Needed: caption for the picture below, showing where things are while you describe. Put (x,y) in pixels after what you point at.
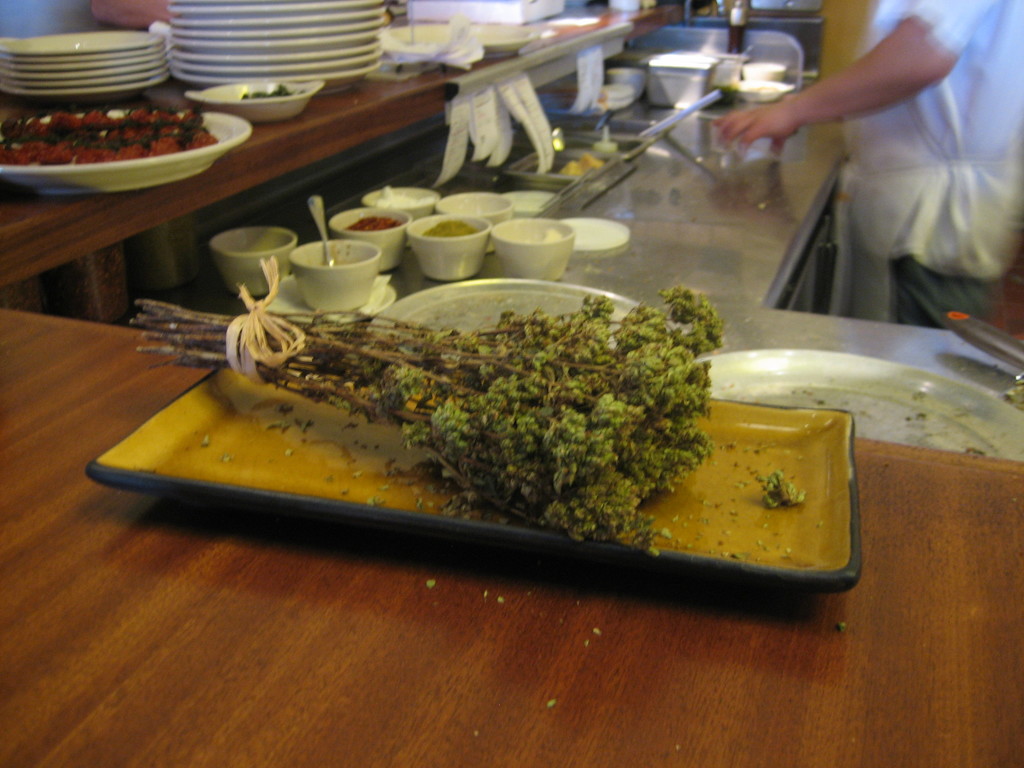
In this image we can see some food items (163,145) and leaves (524,464) on tray (272,510), there are some plates (90,57) on the table (124,510) and there are some other cups (467,249) in which there are some ingredients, trays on the kitchen surface (660,196) and there is a person (921,142) wearing white color dress (894,152) standing near the counter (769,216).
